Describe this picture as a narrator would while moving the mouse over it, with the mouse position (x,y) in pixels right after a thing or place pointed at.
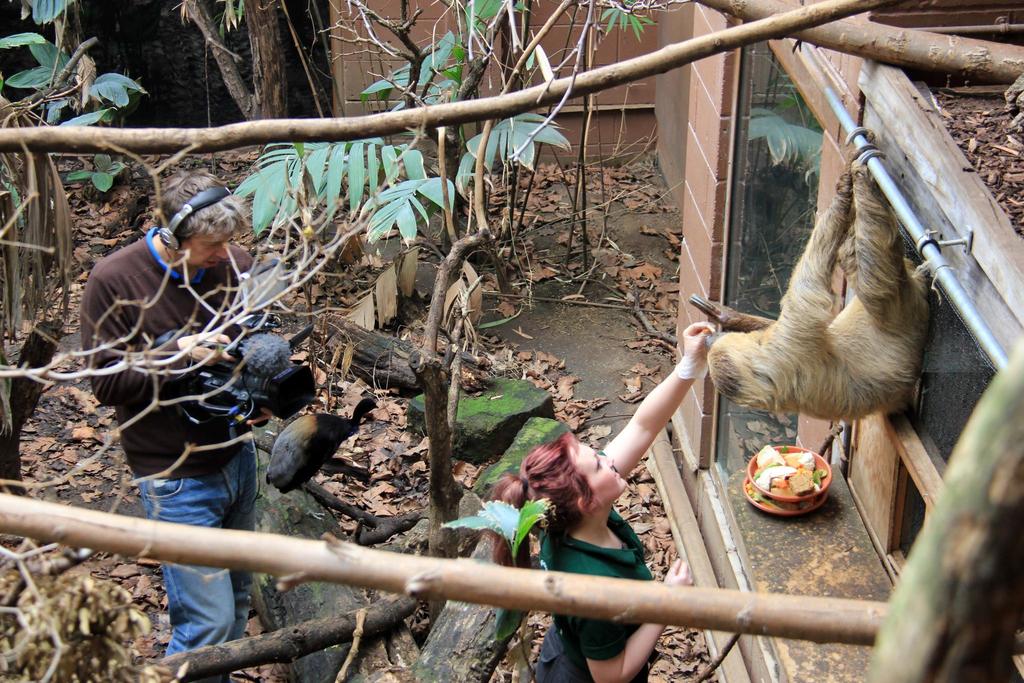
In this image we can see there is a sloth (808,307) hanging to the rod (842,108) of a building (870,516), in front of the sloth (725,387) there is a lady (586,538) and she is placing her hand (704,347) towards the sloth (720,362), back of this lady (579,441) there is a person (169,334) taking the picture of a bird (298,436), which is on the tree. There are some dry leaves (416,465) on the floor (589,364).
